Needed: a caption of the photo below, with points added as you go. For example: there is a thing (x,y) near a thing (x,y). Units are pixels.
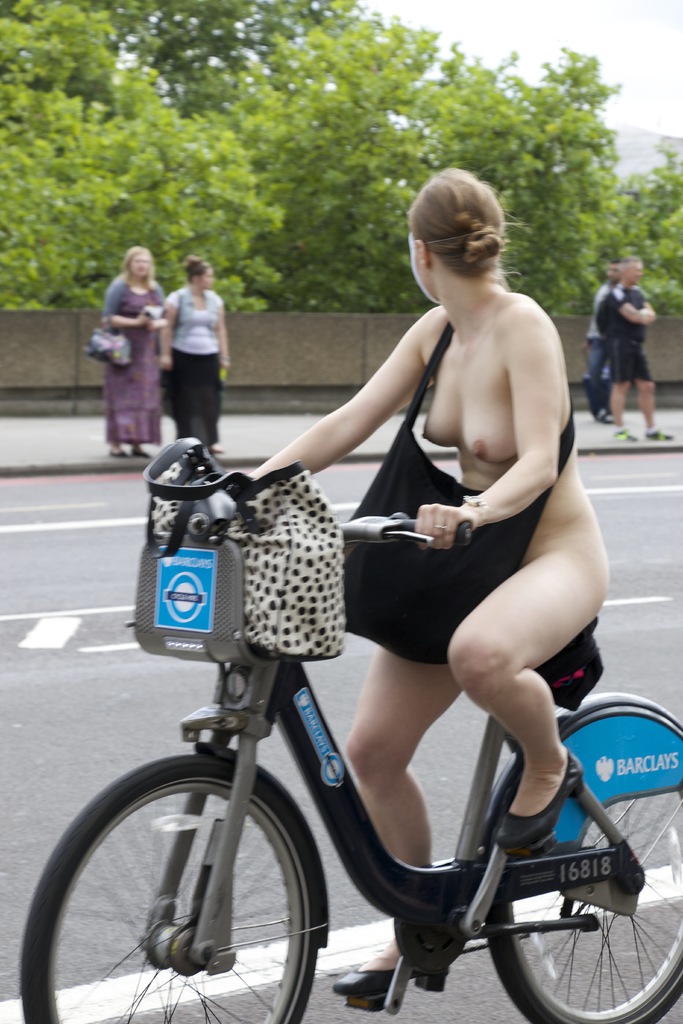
In this image the woman (382,755) is riding a bicycle (430,904) on the road (449,849) and wearing a handbag (409,544). At the back side (311,214) there is a tree (298,207), on the footpath (174,426) there are people (130,394) standing.
